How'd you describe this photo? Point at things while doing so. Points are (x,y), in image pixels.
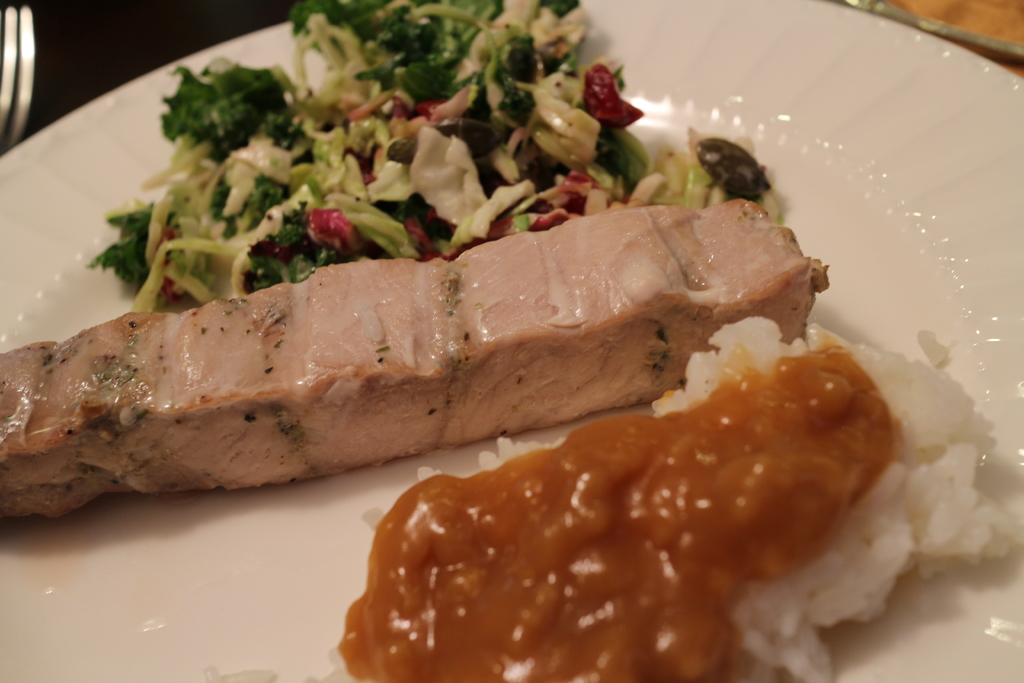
In this image we can see salad (329,152) and food (707,430) on the plate (693,123) placed on the table (114,53).
